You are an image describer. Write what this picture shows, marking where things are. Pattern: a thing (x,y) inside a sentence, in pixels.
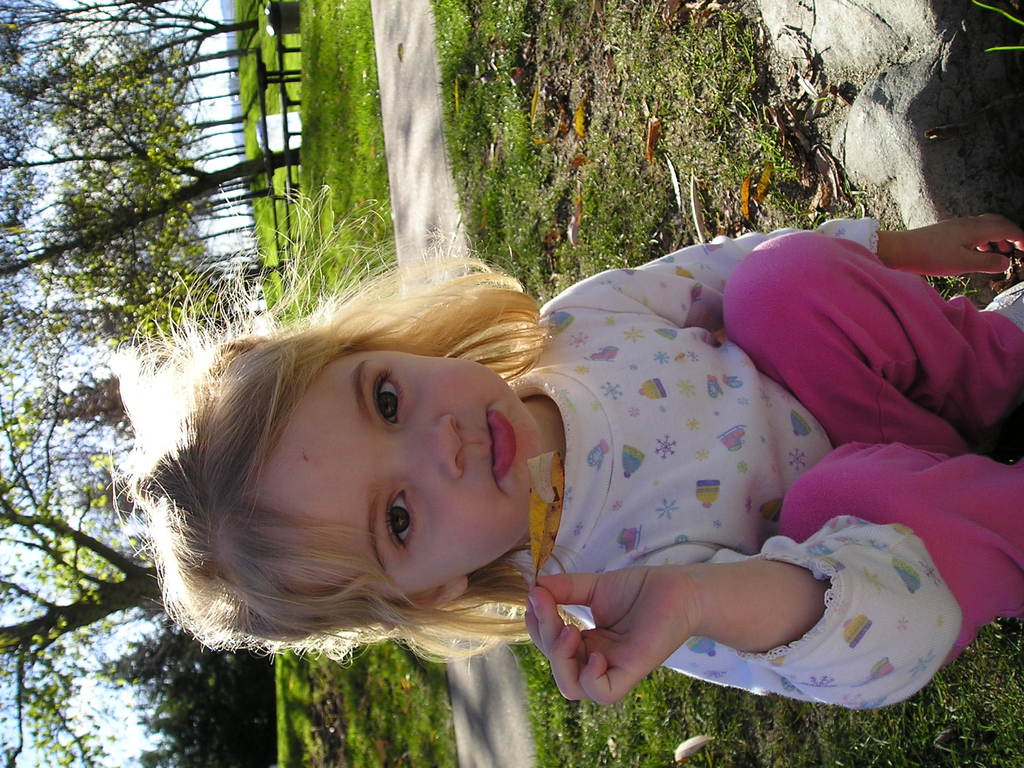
In this image we can see a child (673,365) sitting on the ground (753,145), shredded leaves (791,125), rocks (881,123), road (416,139), wooden fence (270,172), trees (124,320) and sky (140,617).
